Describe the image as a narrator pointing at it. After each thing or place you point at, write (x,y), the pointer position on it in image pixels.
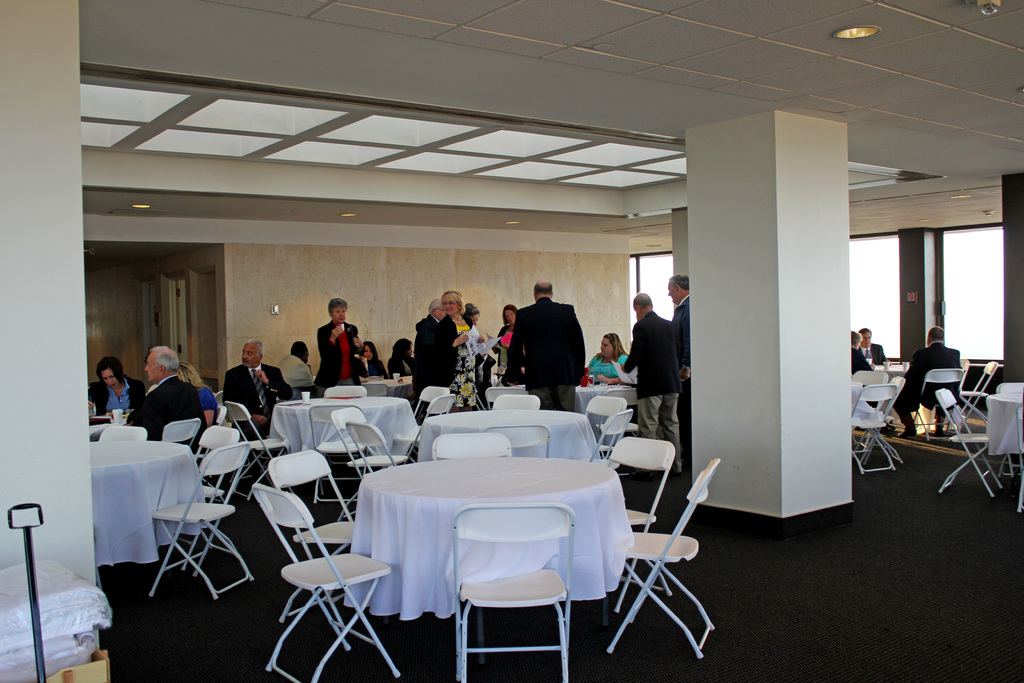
This image is clicked in a room (729,448). There are lights (861,28) on the top (848,38). There are tables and chairs (223,437). People (566,378) are sitting on chairs (288,480) around the tables (363,547). There is a pillar (727,481) in the middle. In the bottom left corner (63,617) there are some covers (75,626).
